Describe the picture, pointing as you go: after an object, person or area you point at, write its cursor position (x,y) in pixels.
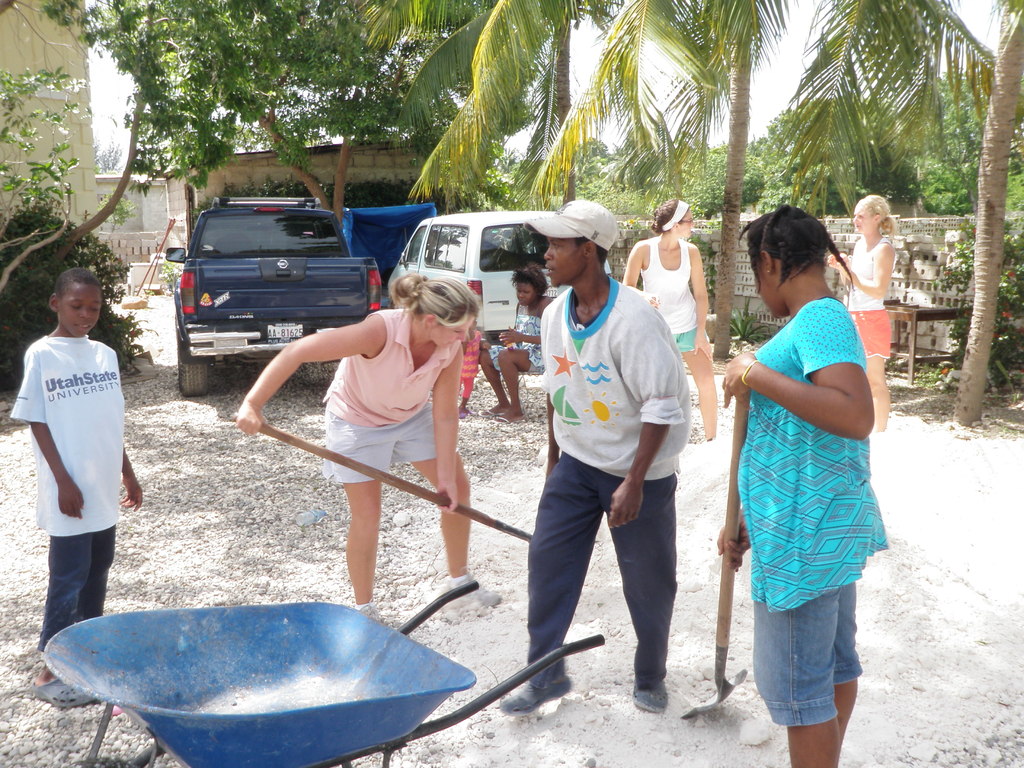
At the bottom of the picture (204,651), we see a blue color trolley (263,667). Behind that, there are people (785,453) standing. The woman (783,526) in blue T-shirt (800,467) is holding a stick (728,592) in her hands (737,390) and the woman (379,387) in pink T-shirt (361,385) is also holding a wooden stick (386,473). Behind them, we see vehicles (220,261) parked. There are trees (419,132) and buildings (219,180) in the background (644,196).
